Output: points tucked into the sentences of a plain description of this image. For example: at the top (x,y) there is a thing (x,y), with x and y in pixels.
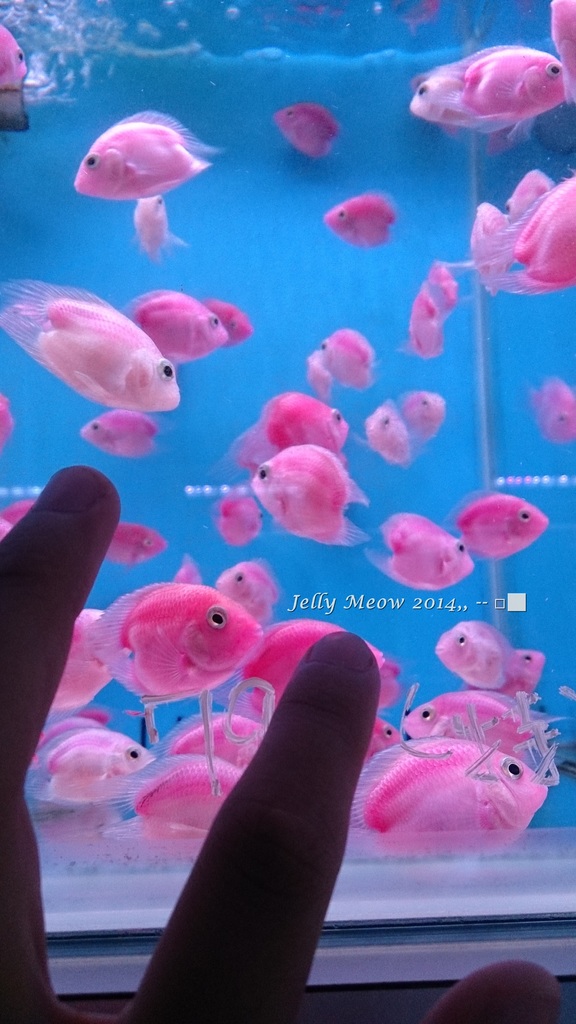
In this image I can see fingers (42,688) of a person (22,821) in the front (64,538). There are pink fishes (271,438) in an aquarium (332,196).
